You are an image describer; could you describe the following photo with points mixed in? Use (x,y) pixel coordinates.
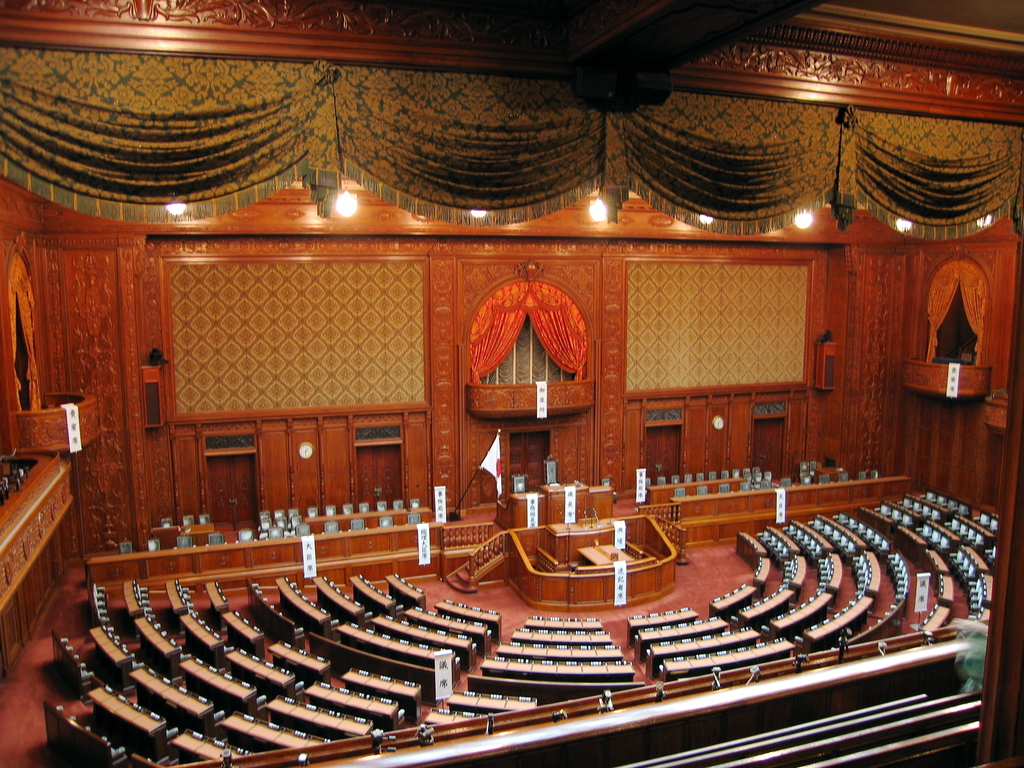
In this picture we can see the inside view of the legislature assembly hall (543,625). In the front (494,707) there are some wooden benches (514,649). Behind we can see the podium stage (542,533) and Japanese flag (487,464). In the background (315,391) we can see a wooden panel wall (319,441) and an orange curtain (511,321).
